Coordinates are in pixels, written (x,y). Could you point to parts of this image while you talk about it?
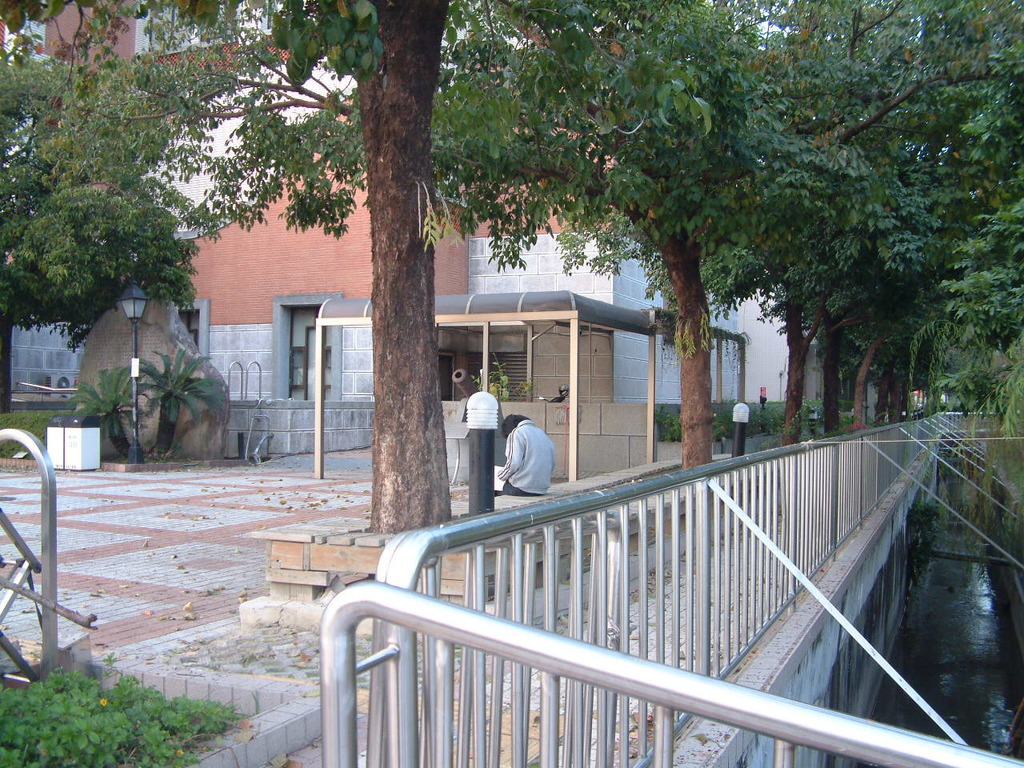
In this picture we can see railing (762,459), water (950,620), rods (823,606), light poles (480,423) and plants (72,677). There is a person (529,476) sitting on the platform (536,500) and we can see trees (79,86). In the background of the image (219,361) we can see building (255,353), light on pole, plants (93,401), rock (93,350), rods (57,390), shade (370,311), grass (9,452), plants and dustbins (64,423).
